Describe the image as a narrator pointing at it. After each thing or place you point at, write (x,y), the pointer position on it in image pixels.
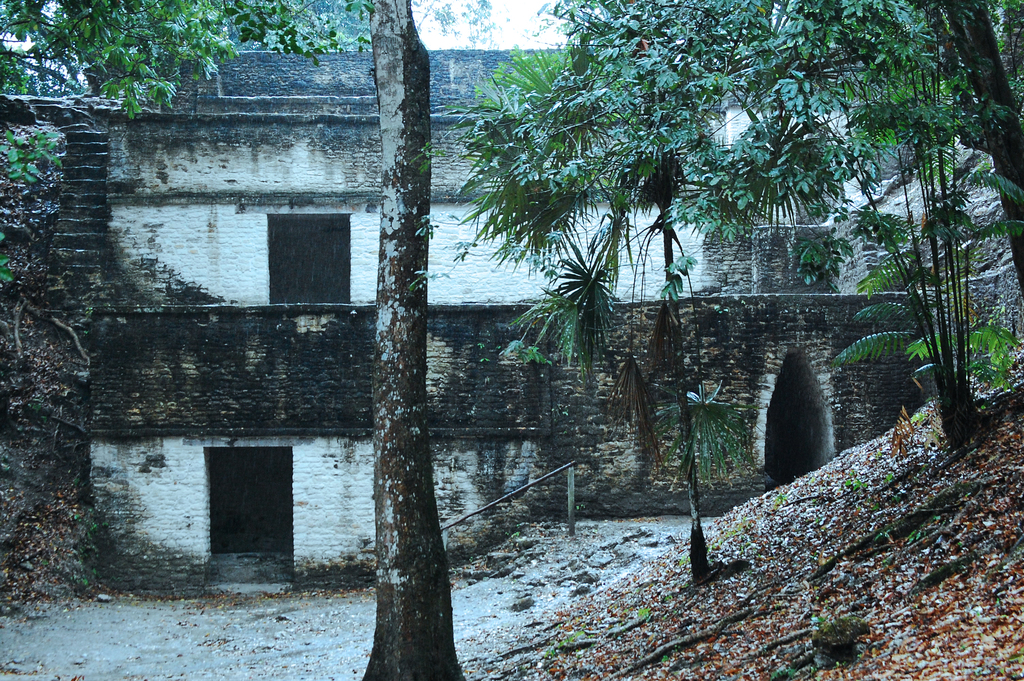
In the foreground of the picture (1015,368) there are plants (922,345), trees (1020,214), dry leaves (764,591) and roots (929,512). In the center of the picture (624,281) there are trees (94,34) and an old construction (470,328).
